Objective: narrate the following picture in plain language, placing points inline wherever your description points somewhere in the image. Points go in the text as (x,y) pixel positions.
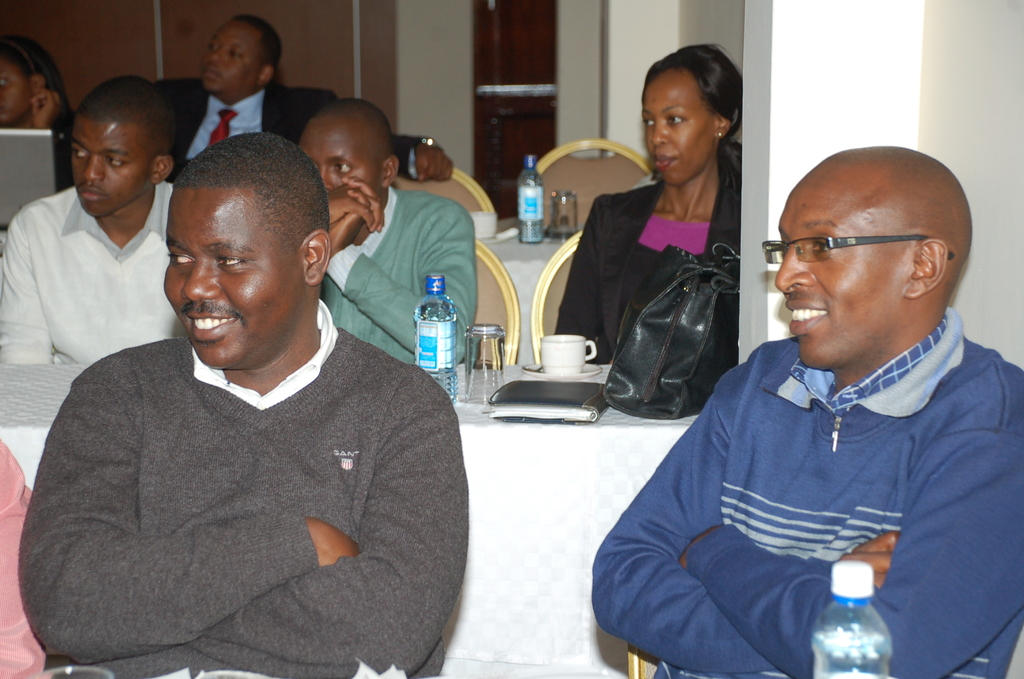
In this image there are people (378,353) sitting on the chairs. In front of them there are tables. On top of it there are water bottles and a few other objects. In the background of the image (527,65) there is a door (491,72) and a wall (434,81).
